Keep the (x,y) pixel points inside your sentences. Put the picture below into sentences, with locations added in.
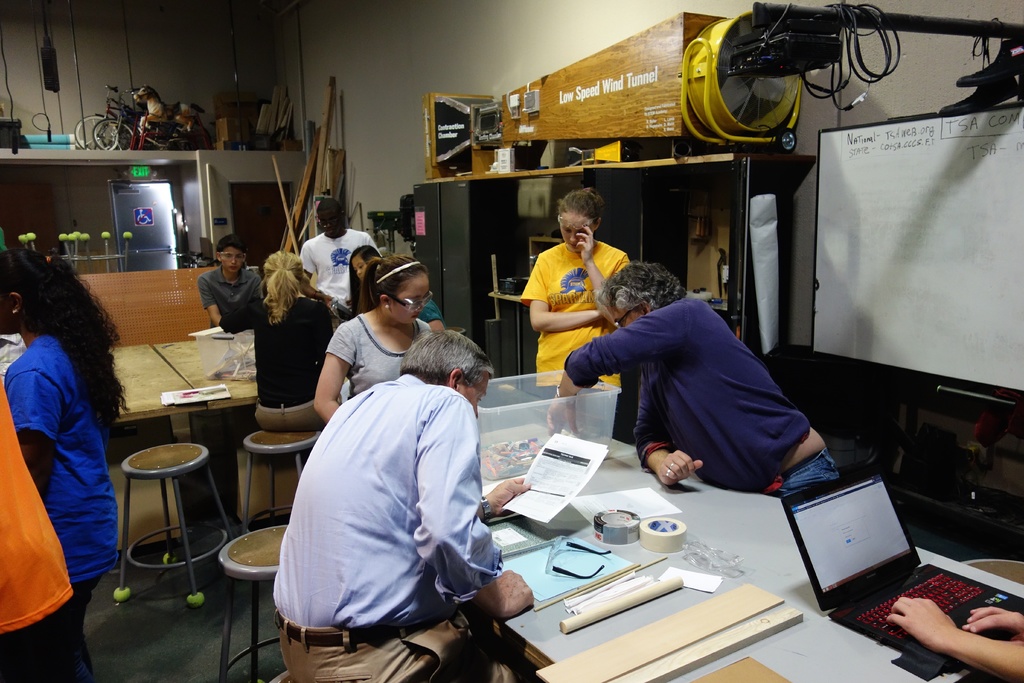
In this image there are group of people (290,356) sitting in chairs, and on table (782,652) there are wooden pieces (647,677), papers (588,596), spectacles (585,546), tapes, cables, laptop (826,594) and at the back ground (761,87) there are machine (704,25), fan (724,139), board (817,189), bicycle (130,123), toys (186,115) in a rack (86,155), door (168,187).
